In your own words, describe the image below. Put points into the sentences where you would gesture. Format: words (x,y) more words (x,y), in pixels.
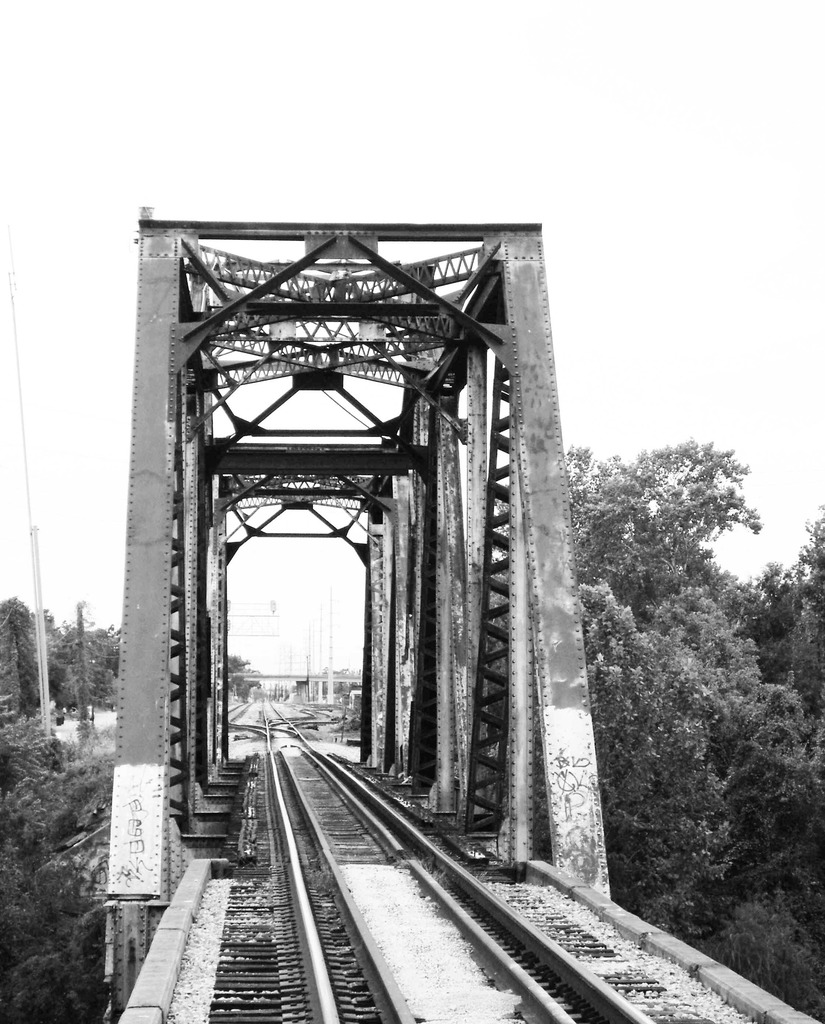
In the center of the image (497,407) we can see one truss bridge (367,600). On the bridge (399,588), we can see the railway track (469,960). In the background (694,186), we can see the sky (83,587), trees (748,693) and some objects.
